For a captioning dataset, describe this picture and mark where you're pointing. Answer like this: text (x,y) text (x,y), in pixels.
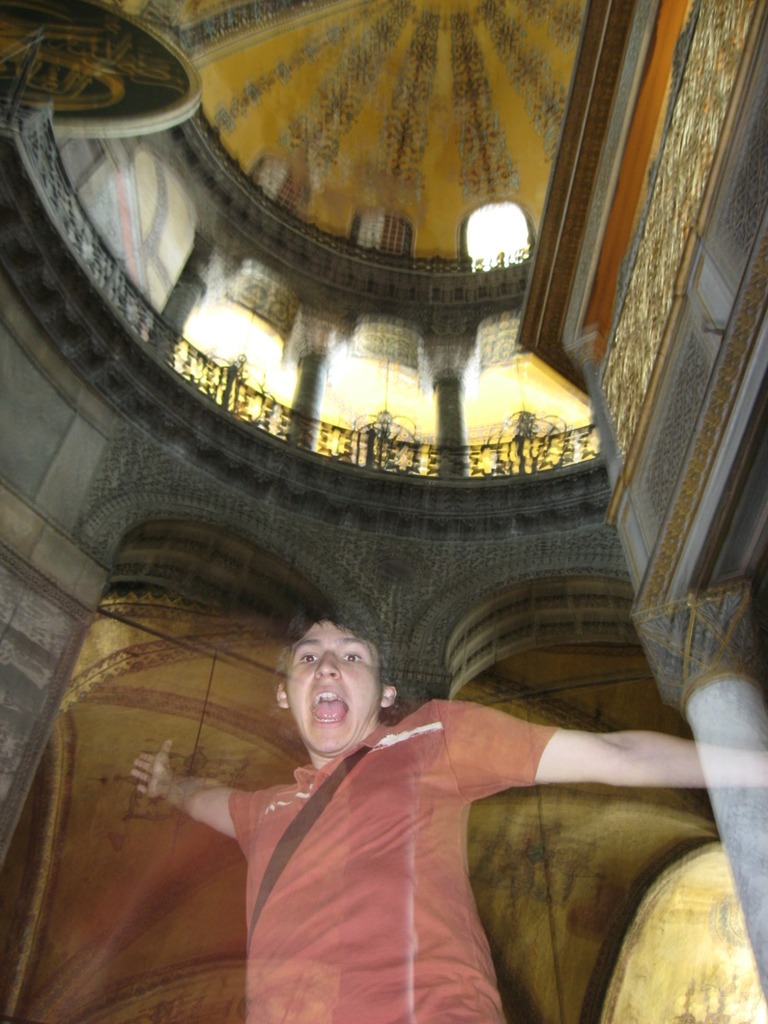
In the center of the image (328,617) there is a person (395,725). In the background of the image (131,388) there is a building (258,226).
